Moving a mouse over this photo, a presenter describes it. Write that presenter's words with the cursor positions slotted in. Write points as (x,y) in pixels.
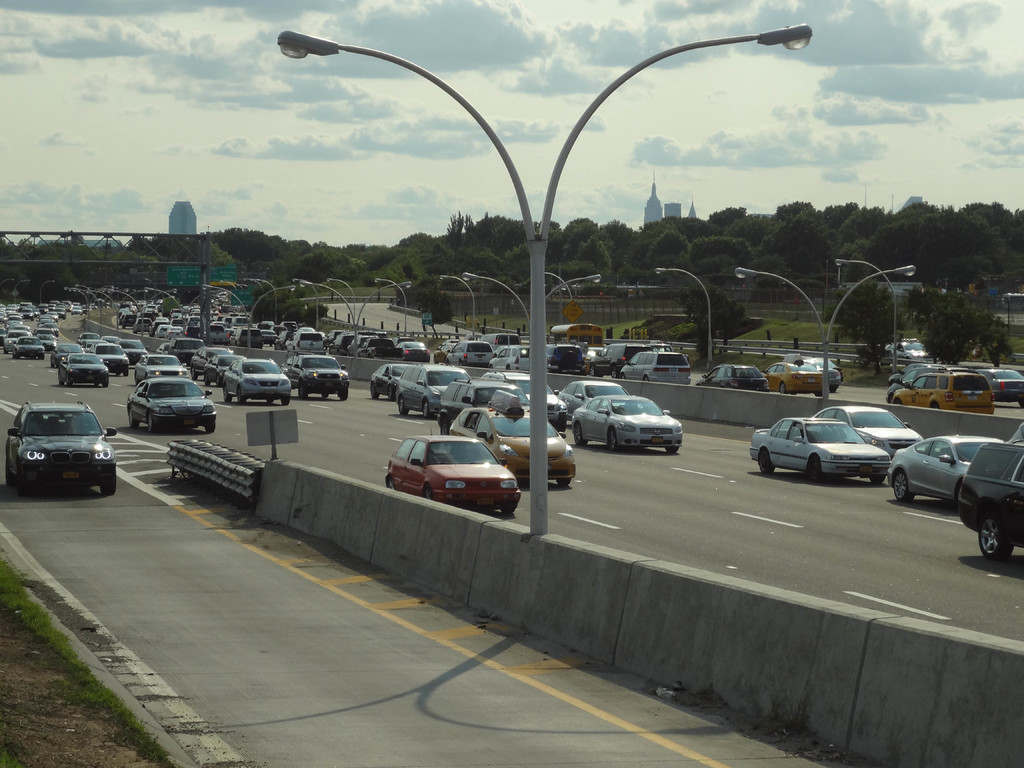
In the center of the image (538,471) there is a streetlight (545,494). There is a road (204,503). There are many cars (161,314) on the road (124,537). In the background of the image (838,280) there are many trees (419,276) and buildings (190,203).
